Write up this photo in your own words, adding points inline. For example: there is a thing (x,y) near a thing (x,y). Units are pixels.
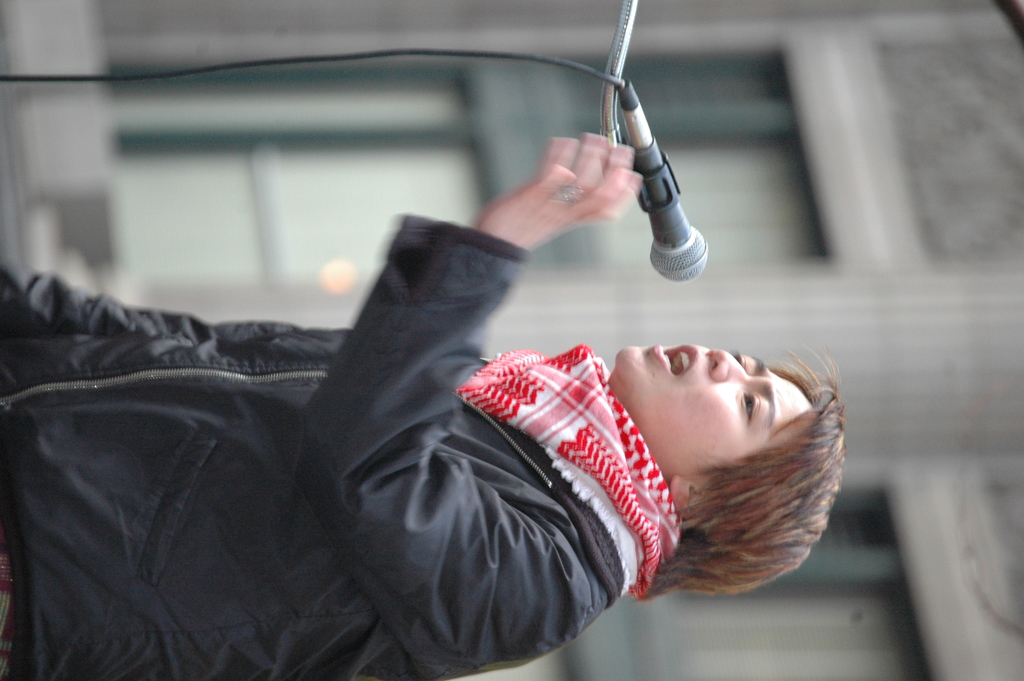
It is a tilted picture, there is a person (380,463) standing and talking something, there is a mic (671,222) in front of the person (623,517) and the background (938,255) is blurry.
